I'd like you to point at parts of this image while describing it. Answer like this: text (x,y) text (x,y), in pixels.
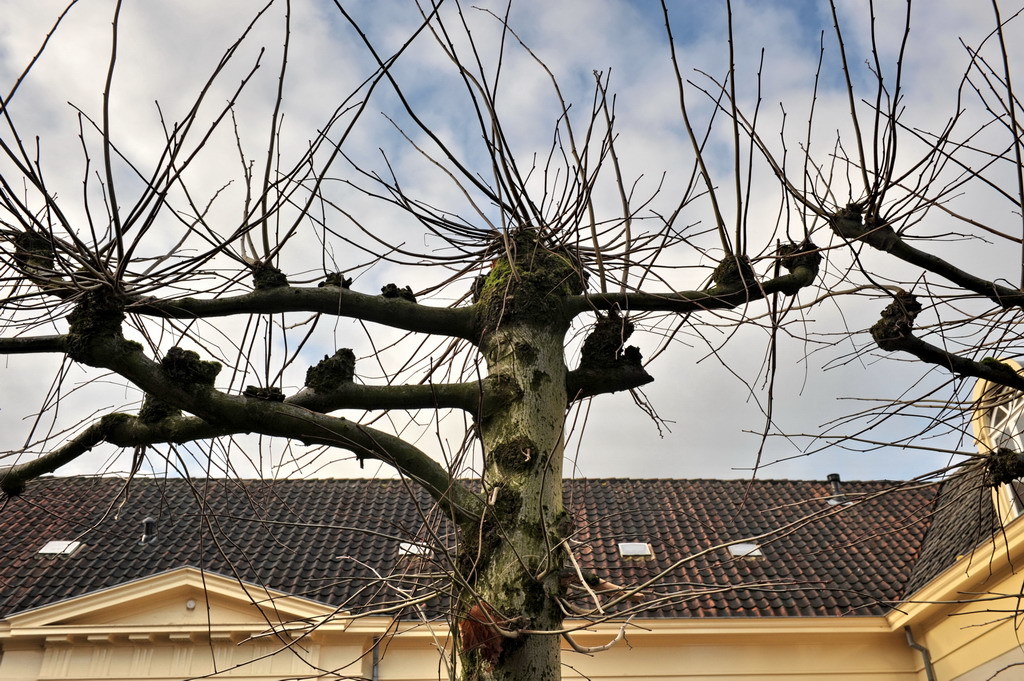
In this image we can see a few trees (717,217) and in the background (735,572), there is a building (890,578). We can see the sky (667,465) with clouds (33,2) at the top (615,140).
